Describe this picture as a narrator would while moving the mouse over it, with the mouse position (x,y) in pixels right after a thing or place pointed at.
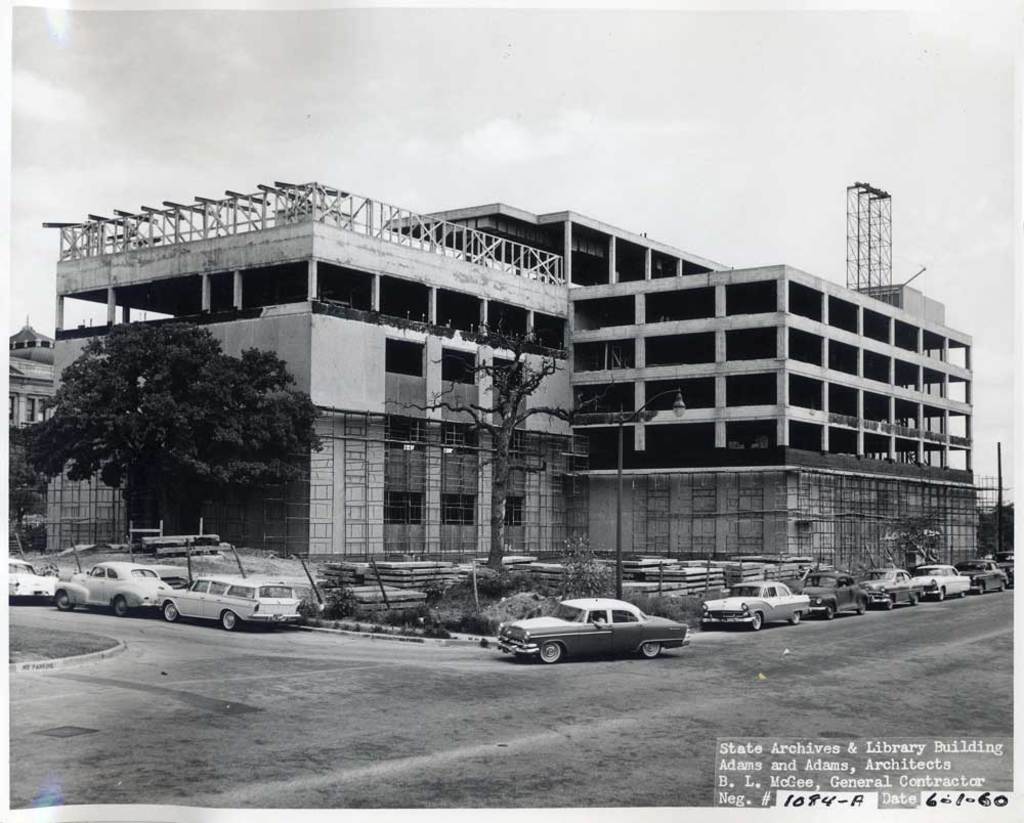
In the given picture, i can see a building (236,298). Top (875,285) of the building (918,292) a metal (847,240) an iron metal (876,223) and this building (631,357) looks like a incomplete after that few trees (183,400) and cars (170,602) which is parked on. After that i can see electrical pole (617,556) which includes light (677,409) and i can see a sky (899,251), Towards left (36,331) we can see a building (24,365) and finally we can see a road (832,658).
